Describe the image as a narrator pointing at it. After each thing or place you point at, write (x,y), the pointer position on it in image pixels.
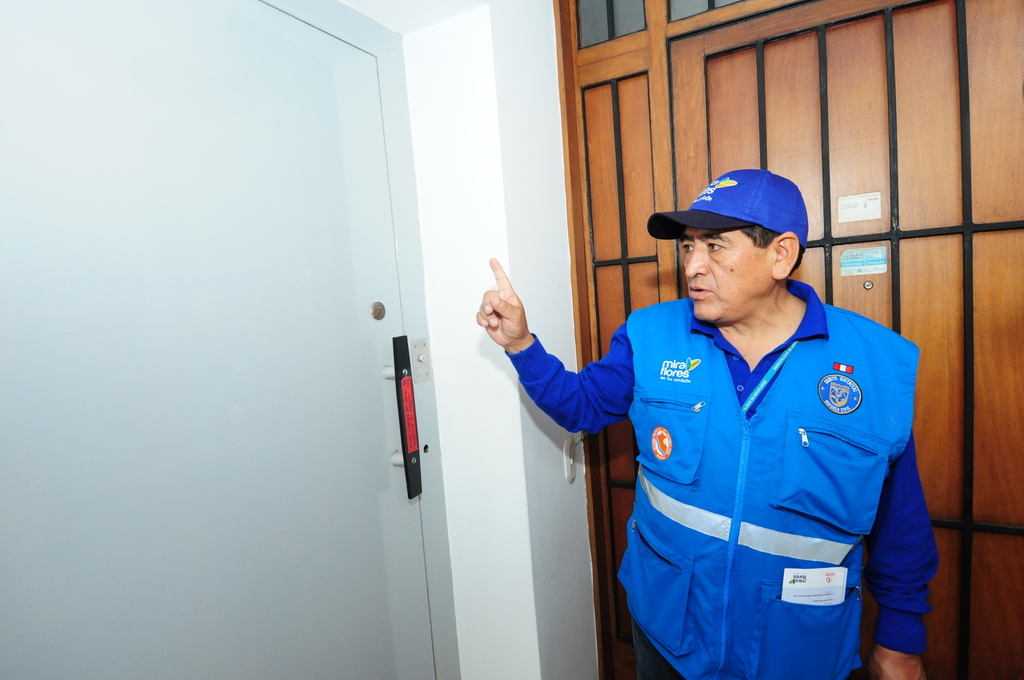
This is the picture of a room (582,290). In this image there is a person (660,500) with blue t-shirt (895,514) and blue jacket (818,430) is standing. On the left side of the image (222,433) there is a door (206,533). At the back (960,476) there is a door (973,452) and there are stickers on the door (875,279).
